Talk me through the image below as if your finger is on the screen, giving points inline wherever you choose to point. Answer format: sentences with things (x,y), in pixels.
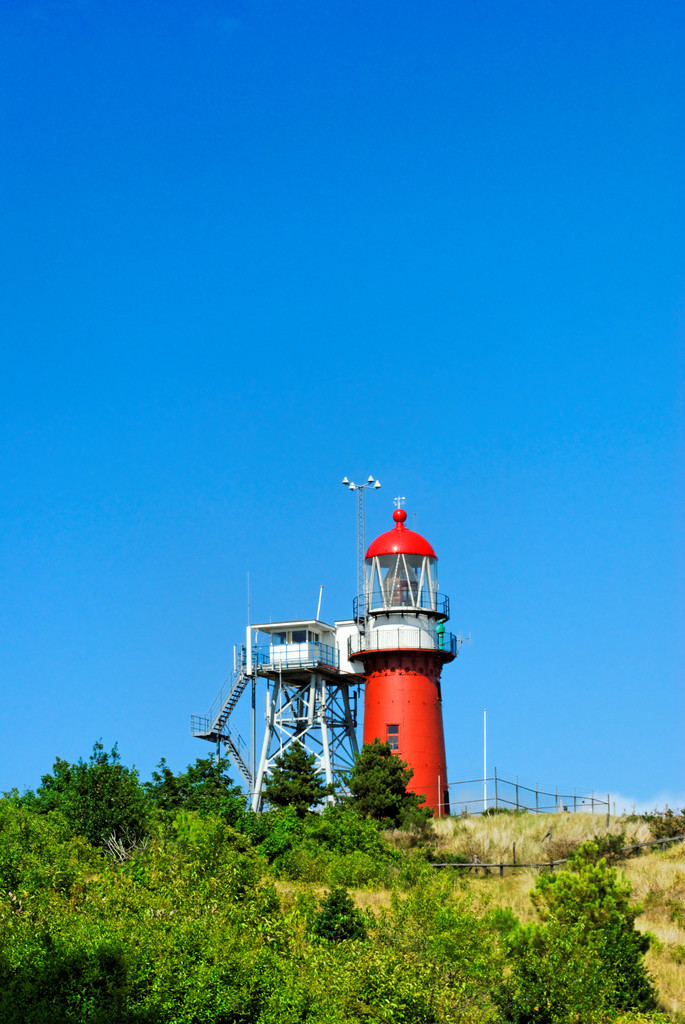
In the center of the image (353,404) we can see the sky (244,332), trees (108,925), fences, poles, watching tower (290,735) with steps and light house (369,639).
